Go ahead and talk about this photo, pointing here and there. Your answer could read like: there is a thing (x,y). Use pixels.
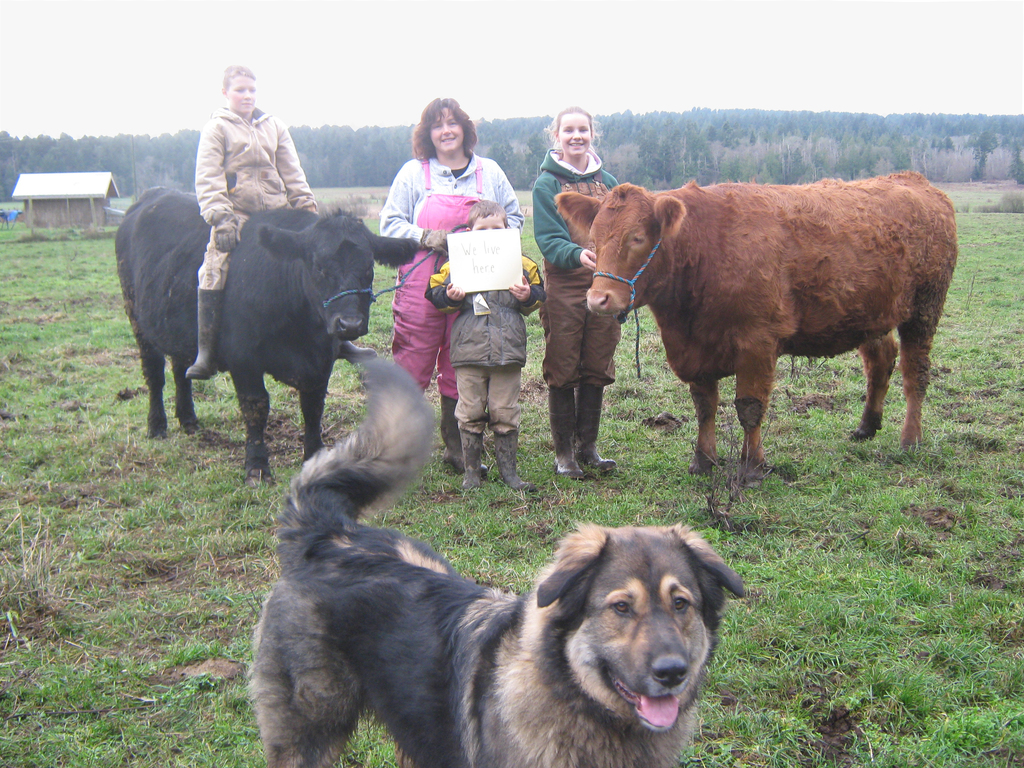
In this image I can see the ground (124,577), few animals (384,647) standing on the ground (296,411), a person (240,165) sitting on the animal (292,215) and few persons (416,332) standing on the ground (167,518). In the background (56,179) I can see a shed (66,216), few trees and the sky (126,125).
